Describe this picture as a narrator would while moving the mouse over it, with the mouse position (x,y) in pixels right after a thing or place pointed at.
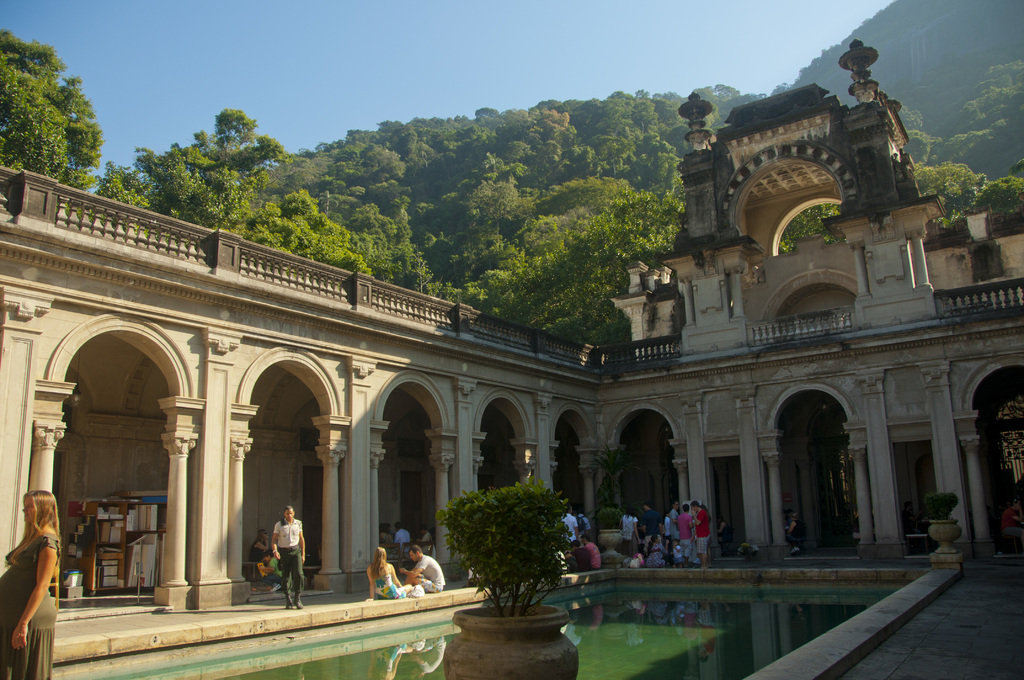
In this image I can see few persons (380,573) sitting and few other persons (643,538) standing, a plant (532,532) and water (662,626). In the background (391,397) I can see the building (465,345), few trees (542,289), few mountains (552,175) and the sky (334,51).
